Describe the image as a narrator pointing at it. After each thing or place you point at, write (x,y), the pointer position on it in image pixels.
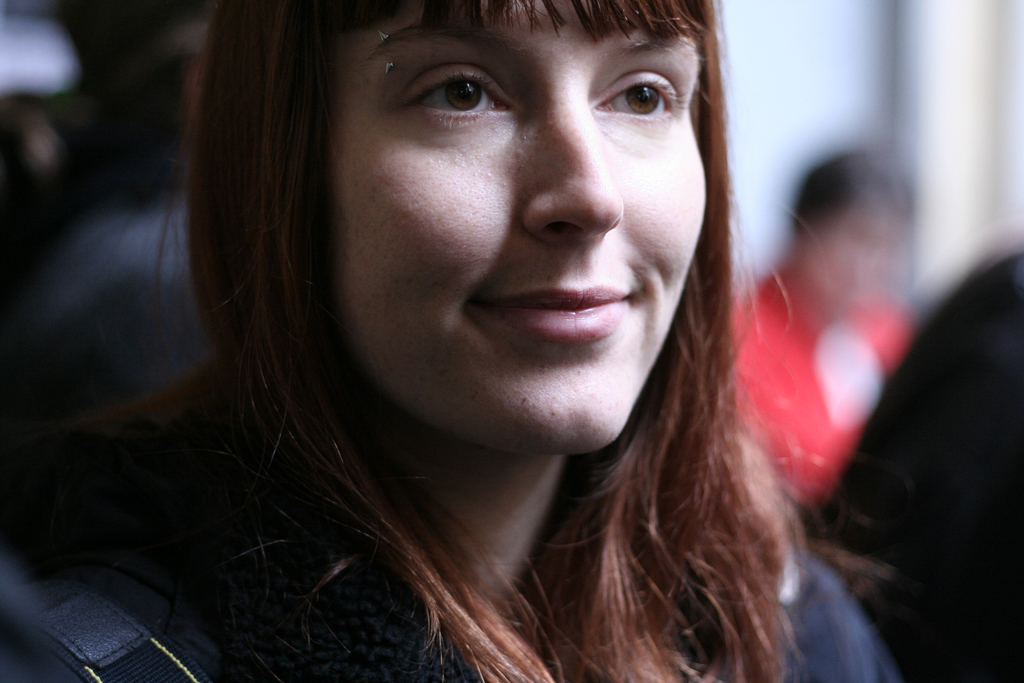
In this image we can see a woman (452,188) smiling.
